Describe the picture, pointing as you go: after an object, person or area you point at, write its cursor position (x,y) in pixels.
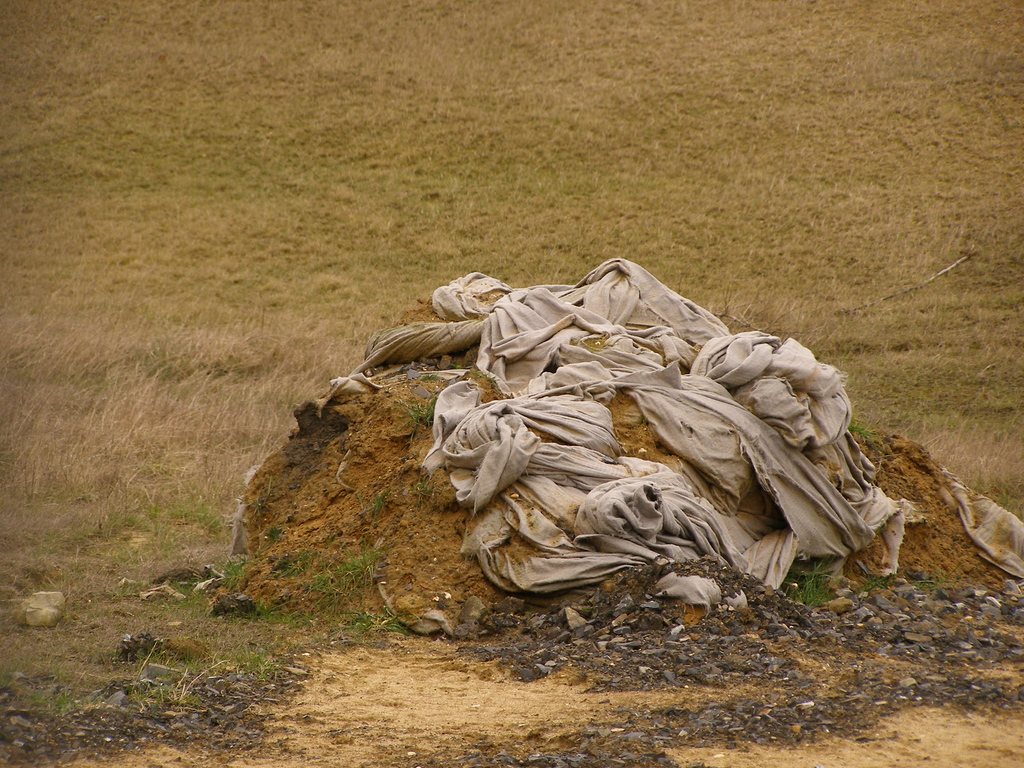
In this picture there is grass land (514,159) in the image and there is a wet cloth (517,317) on the mud (627,415).
